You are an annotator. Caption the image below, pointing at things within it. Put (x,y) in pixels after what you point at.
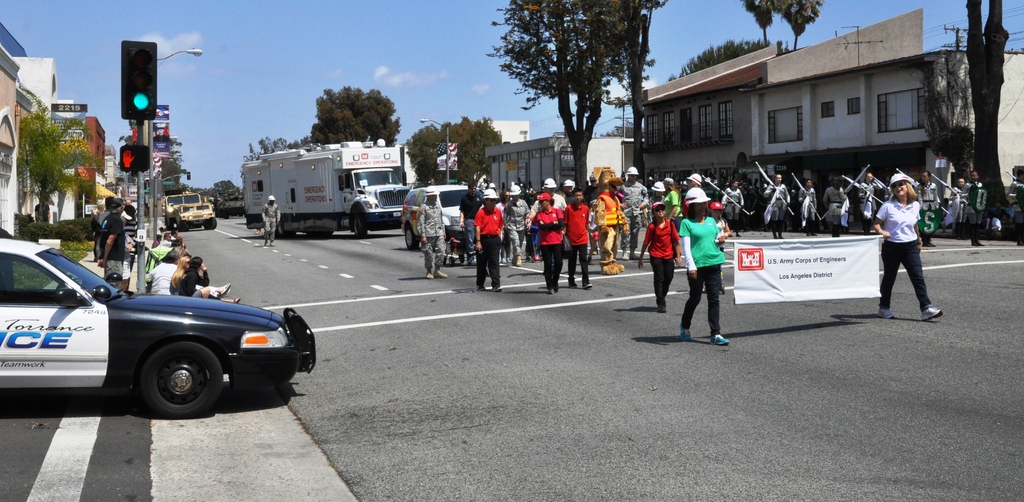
There are people (123,262) and these two people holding banner (796,247). We can see banners (784,260), vehicles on the road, traffic signal (131,99), lights (125,163) and boards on poles (155,182). We can see grass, plants (957,139) and buildings (115,176). In the background (87,188) we can see trees (771,4) and sky (310,65) with clouds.
